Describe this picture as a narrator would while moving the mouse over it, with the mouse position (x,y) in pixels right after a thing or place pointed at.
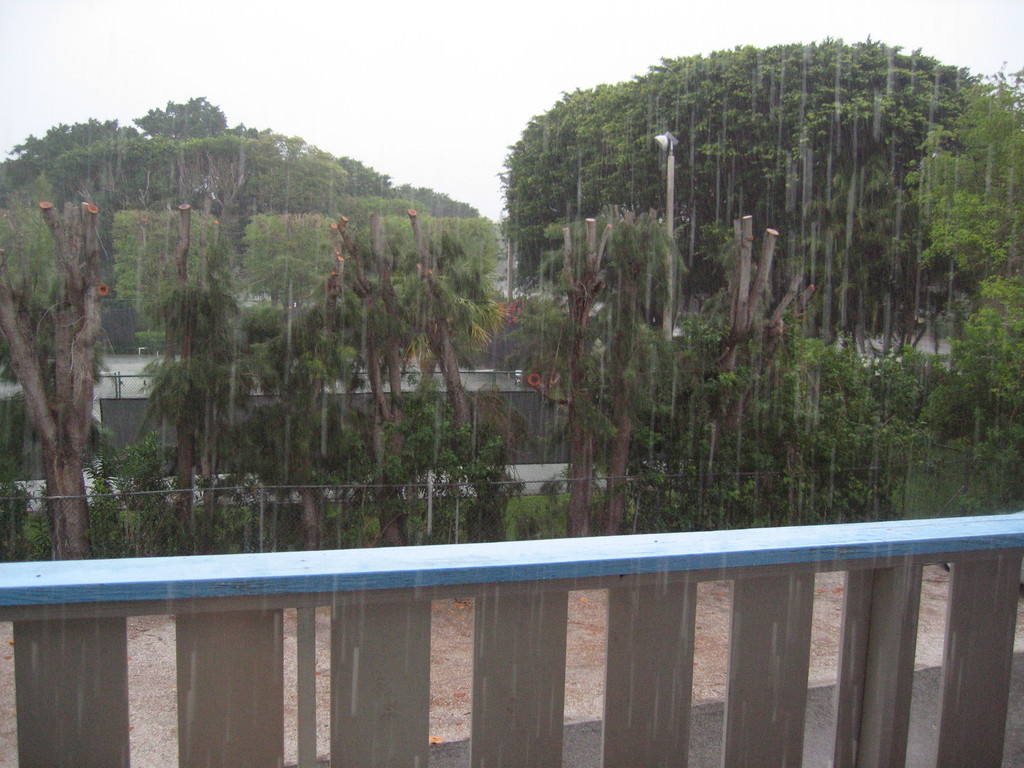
In this image I can see few trees (546,174), roads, light pole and the fencing (413,646). The sky (150,99) is in white color.
